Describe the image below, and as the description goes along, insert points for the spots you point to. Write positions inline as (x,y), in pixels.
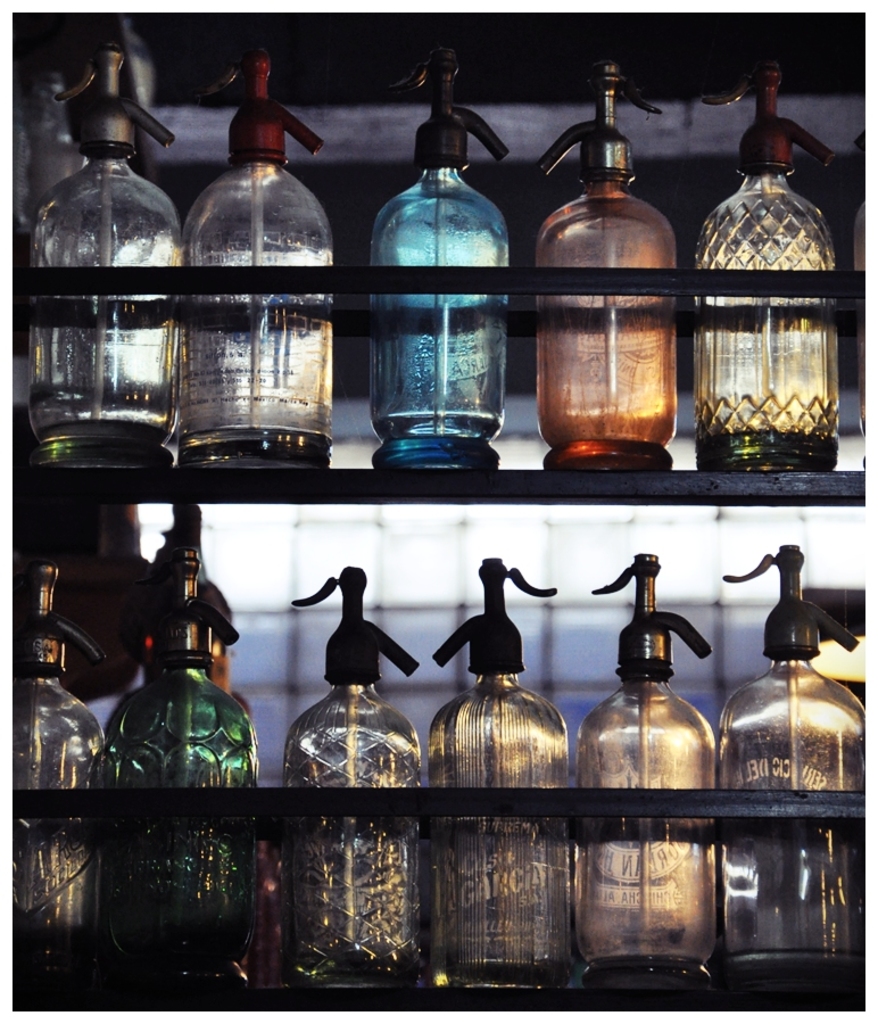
In this picture we can see some bottles (850,871) in the rack (373,281).
